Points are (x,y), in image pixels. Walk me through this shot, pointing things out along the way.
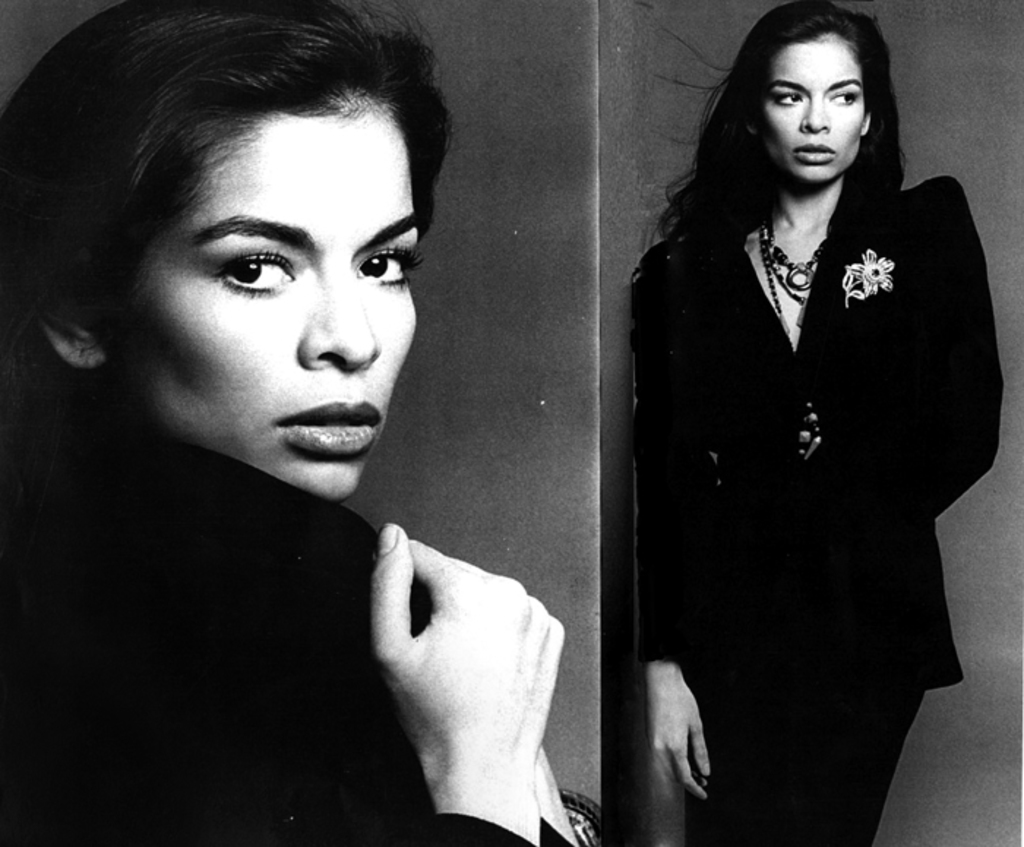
It is a black and white collage image of a woman (25,571), the left picture contains the zoom in image of the woman (269,672) and the right picture contains the full image of the woman (748,625).
